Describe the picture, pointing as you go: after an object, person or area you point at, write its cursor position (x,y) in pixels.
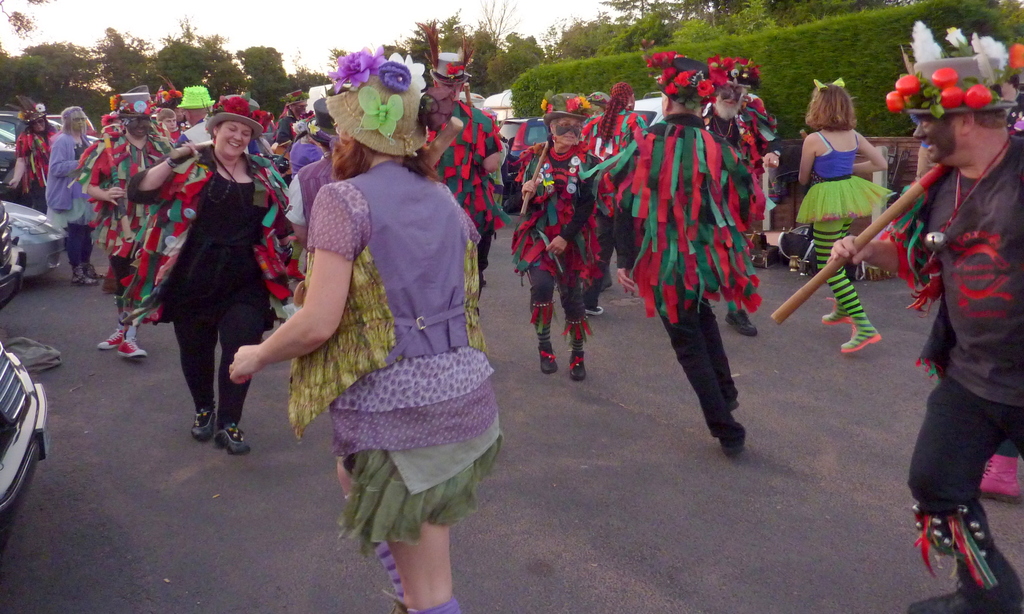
There are groups of people (252,111) dancing. They wore fancy dresses (445,249). These are the trees (611,40). On the left side of the image (22,369), I think these are the vehicles (20,265), which are parked on the road (77,470). This is the sky (281,52).
